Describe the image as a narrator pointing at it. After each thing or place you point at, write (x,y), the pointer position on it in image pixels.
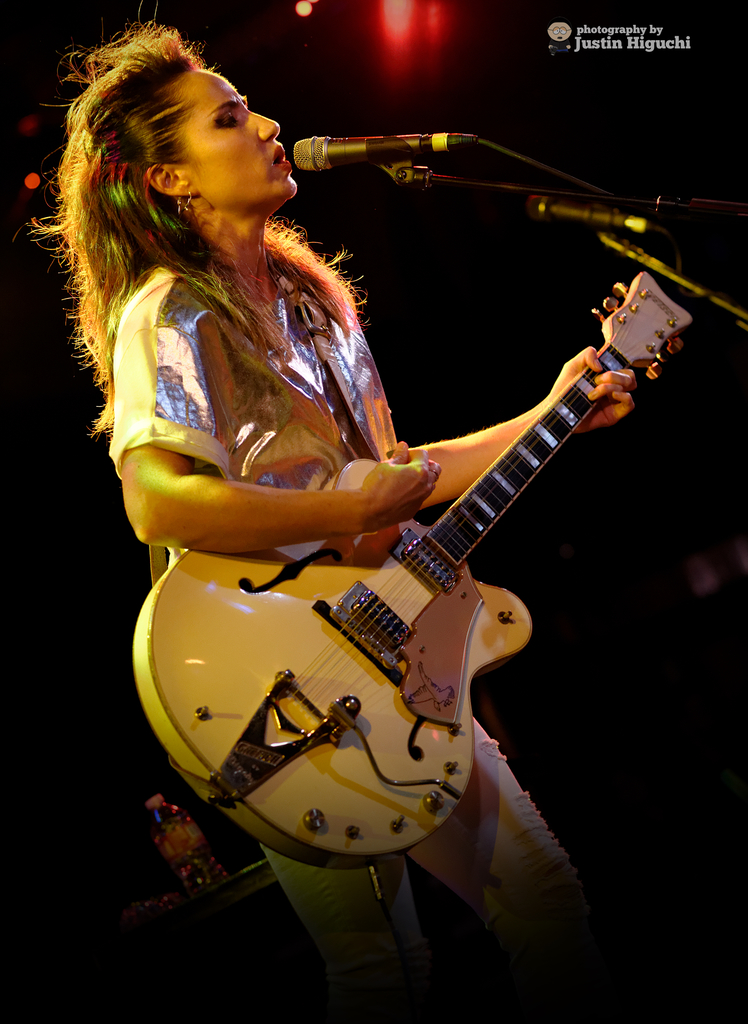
In this picture we can see a woman (175,548) holding a guitar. There is a microphone (554,208). We can see a watermark (551,48) on the right side (553,35). We can see pink lights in the background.
